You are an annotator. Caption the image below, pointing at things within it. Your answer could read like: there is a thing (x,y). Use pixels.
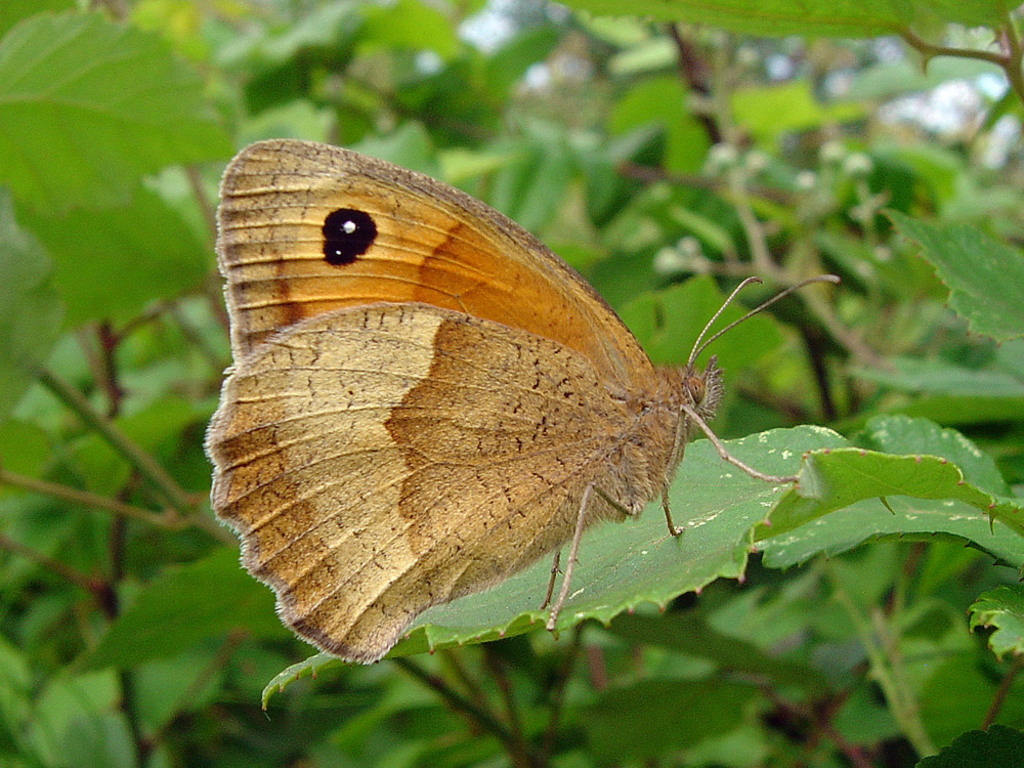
There is a brown butterfly (600,405) on a leaf (843,456). There are plants (950,221) at the back (839,153).
